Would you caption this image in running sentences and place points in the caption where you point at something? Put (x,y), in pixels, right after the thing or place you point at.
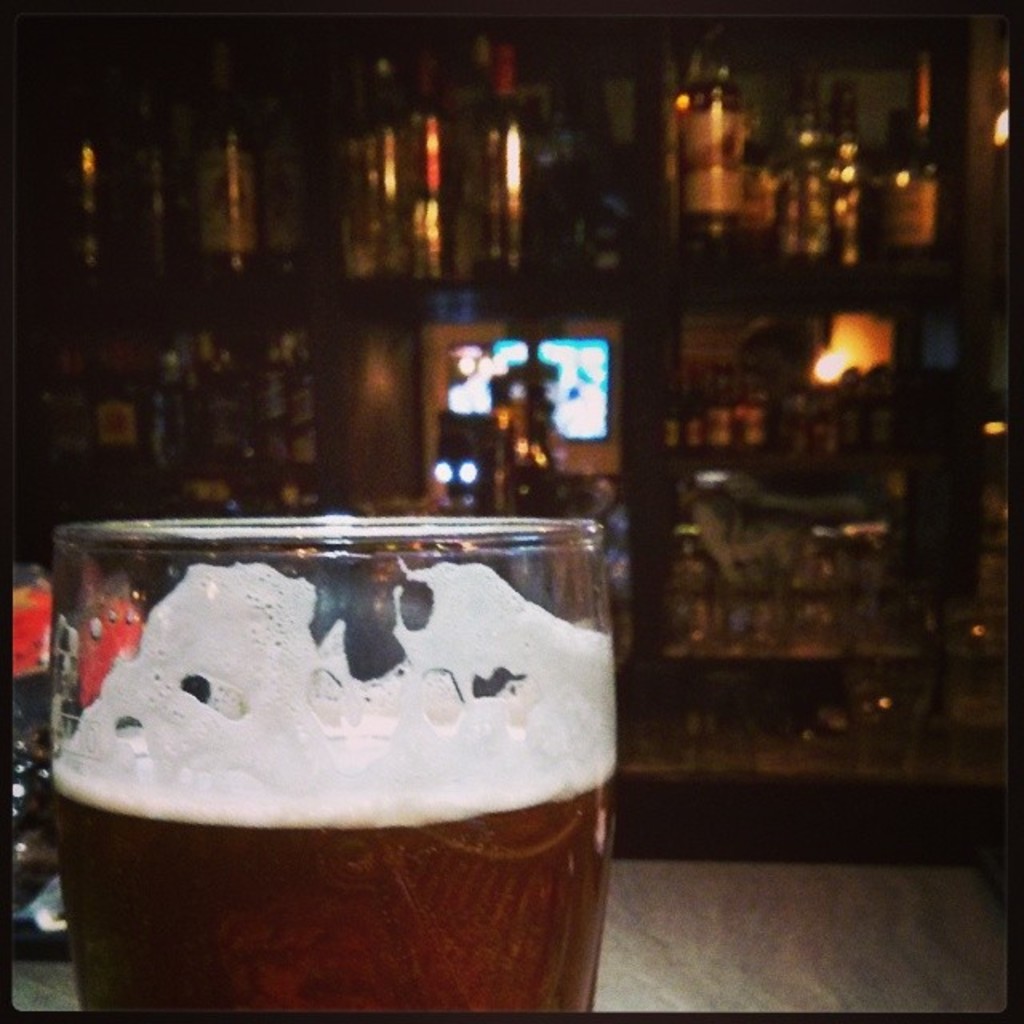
In this image there is a glass (303,747) in the bottom left side of this image (273,795) and there are some objects (554,170) are kept in a shelf (674,393) as we can see in middle of this image (598,458).
